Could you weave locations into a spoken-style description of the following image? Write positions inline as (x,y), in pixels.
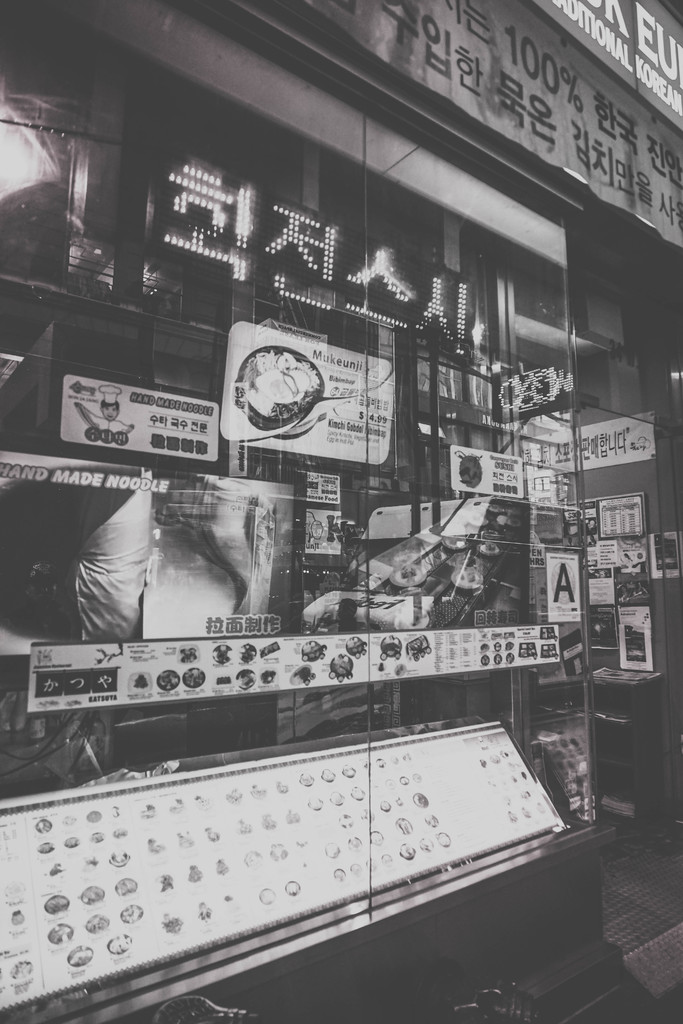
In this image we can see a building (589,200), there is a glass door (184,143), there is a display board (420,327) on the top (359,285), there are a few items (300,687), it is in black and white.
